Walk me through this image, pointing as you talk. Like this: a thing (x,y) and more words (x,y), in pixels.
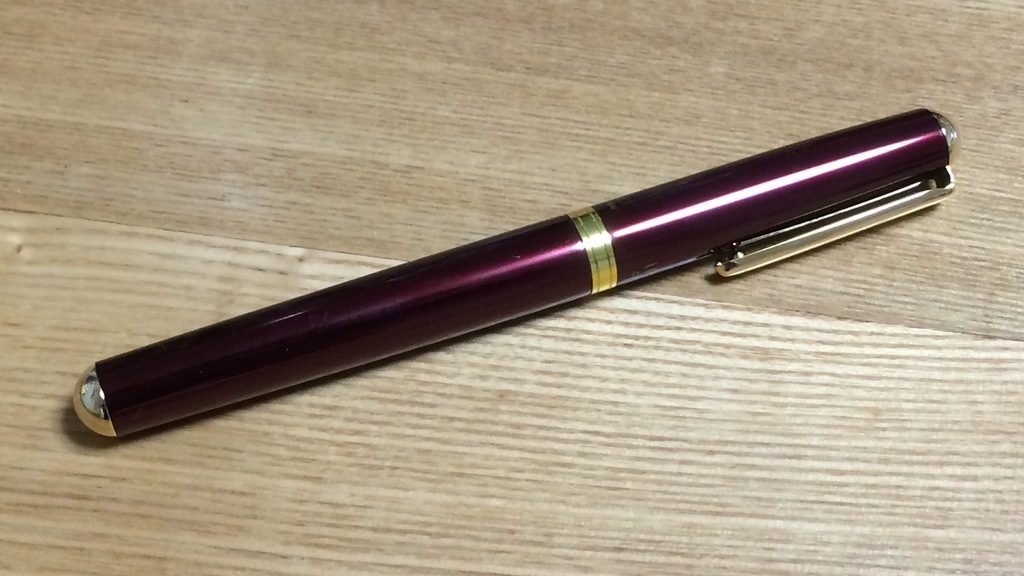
In this image we can see a pen (530,247) on a wooden surface (419,43).
